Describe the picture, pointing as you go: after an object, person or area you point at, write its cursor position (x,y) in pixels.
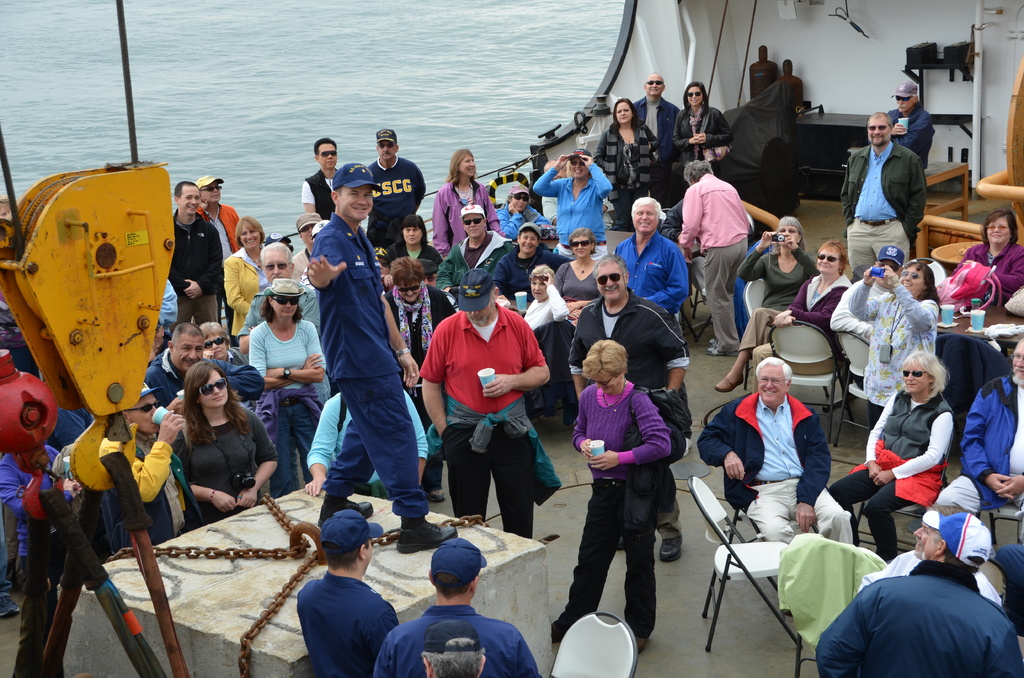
In this image there are group of people (773,526) sitting and standing at the ship (785,659) which is on water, also there is a block (534,630) tied with chains (459,525) and some things (967,228) around them.
